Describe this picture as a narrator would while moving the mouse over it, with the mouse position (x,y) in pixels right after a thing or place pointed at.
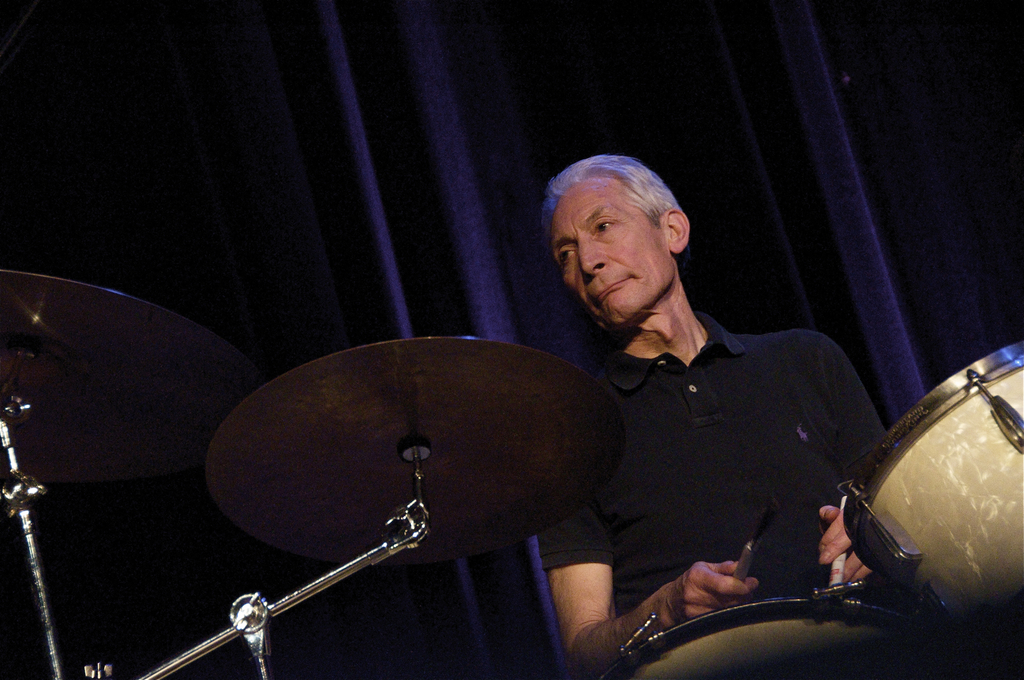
In this image I can see an old man (799,337) and I can see he is wearing black t shirt (768,455). I can also see he is holding few things (737,567). Here I can see drum set (390,532) and in the background (427,94) I can see blue curtain (460,119).
